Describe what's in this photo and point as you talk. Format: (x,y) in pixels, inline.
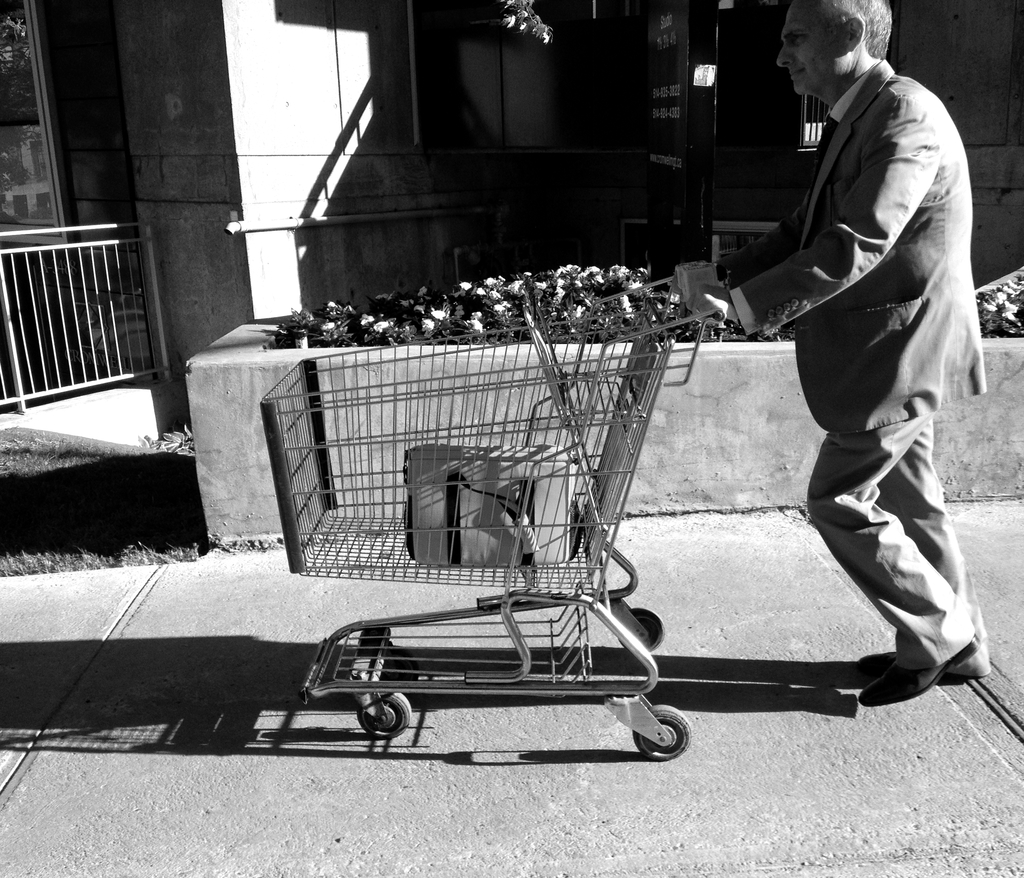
This is a black and white picture. In this picture, we see a man (901,232) in the blazer (938,217) is holding a shopping trolley (574,373) in his hands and he is walking. We see a bag (545,513) is placed in the trolley (409,516). At the bottom (406,785), we see the road (828,732). Beside him, we see the shrubs (480,327) and the plants (491,310) which have flowers (362,324). On the left side (147,223), we see a pole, railing (39,230) and the grass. In the background (194,184), we see a building (773,153) and a board (665,58) in black color with some text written on it.
